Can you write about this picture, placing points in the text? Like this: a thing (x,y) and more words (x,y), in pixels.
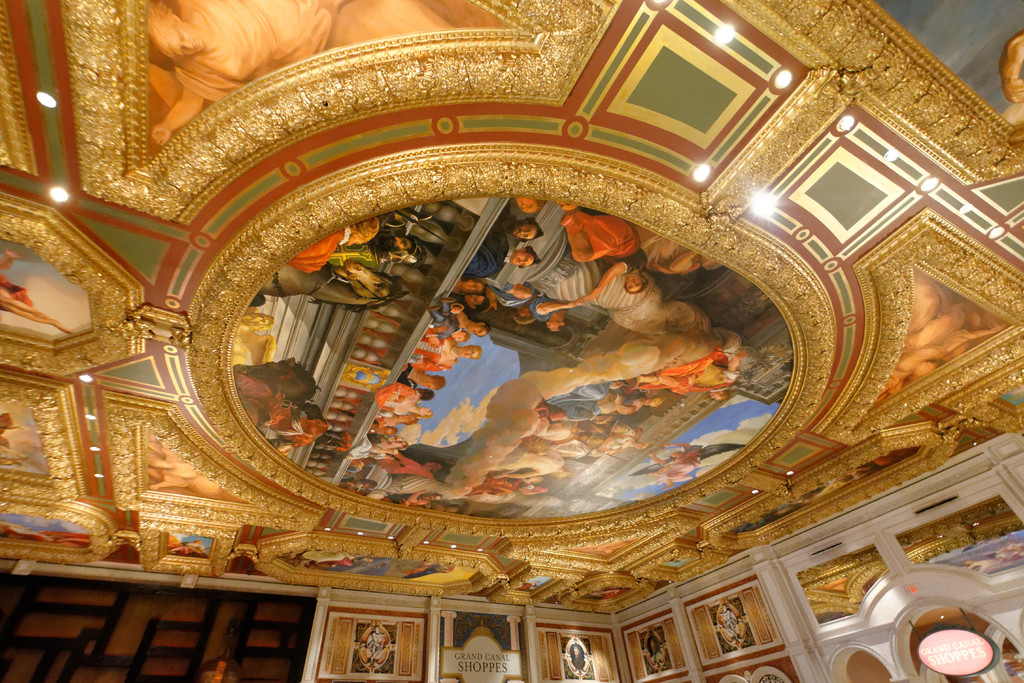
In this image there is a ceiling (263,127). There are picture frames (138,134), paintings (229,74) and lights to the ceiling (150,567). In the center (414,386) there is a painting (481,347). In the painting (416,414) there are many people (439,367). Behind them there is the sky (527,427). At the bottom of the image (87,658) there is a wall (704,587). There picture frames (416,652) and paintings (648,658) on the wall (897,661). In the bottom right (954,638) there is a board (939,651) with text (957,662) hanging on the wall (884,665).
